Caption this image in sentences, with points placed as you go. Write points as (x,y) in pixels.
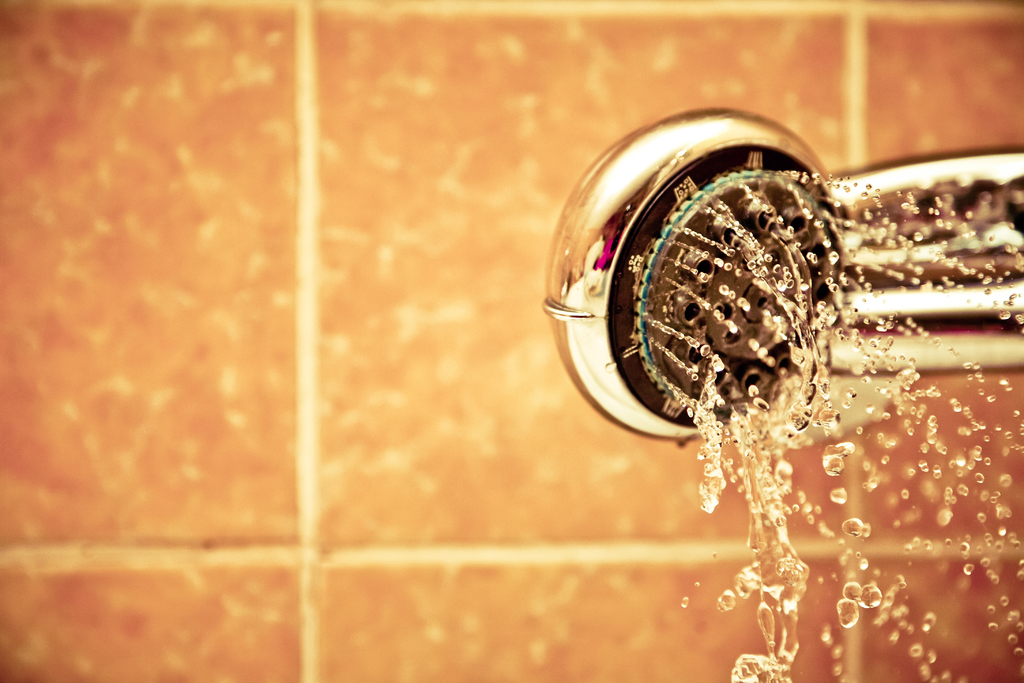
In this image I can see the wall (287,329) which is brown in color and I can see the shower (757,326) which is made up of metal (650,164) and water (721,429) coming out of the shower (645,211).
